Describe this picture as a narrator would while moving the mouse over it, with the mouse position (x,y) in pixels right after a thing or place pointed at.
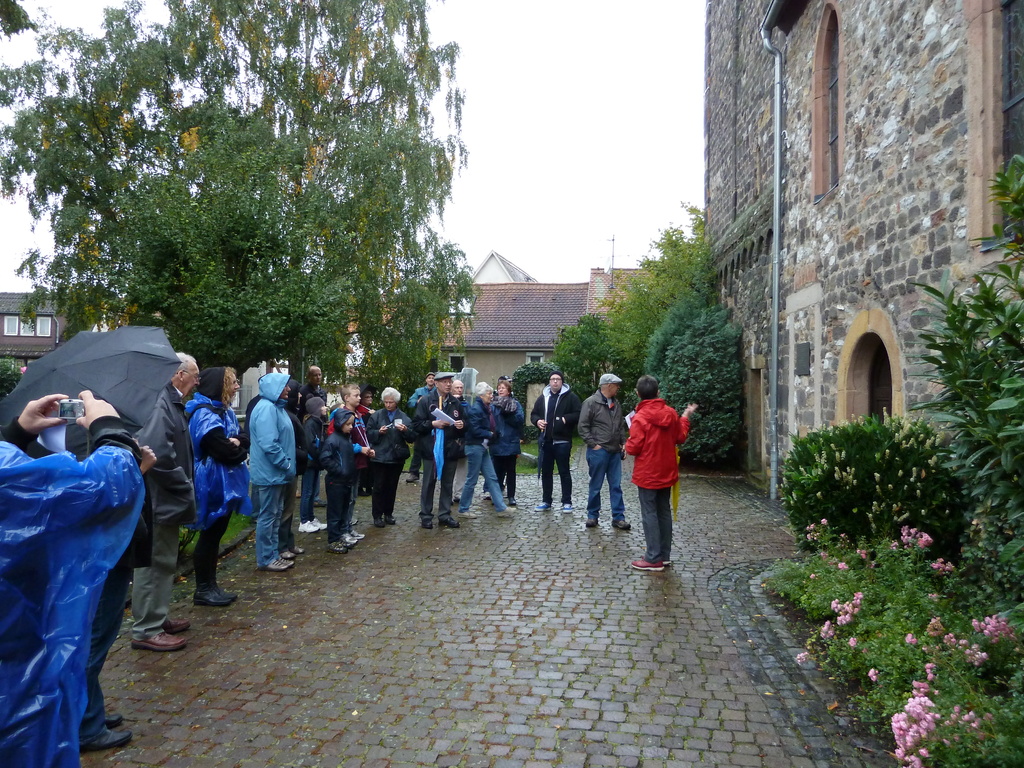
In this image I can see a group of people (304,482) are standing among them some are holding objects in hands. Here I can see an umbrella (120,407) which is black in color. In the background (496,357) I can see buildings (517,345), trees (589,359), flower plants (878,603), and the sky (548,160).
